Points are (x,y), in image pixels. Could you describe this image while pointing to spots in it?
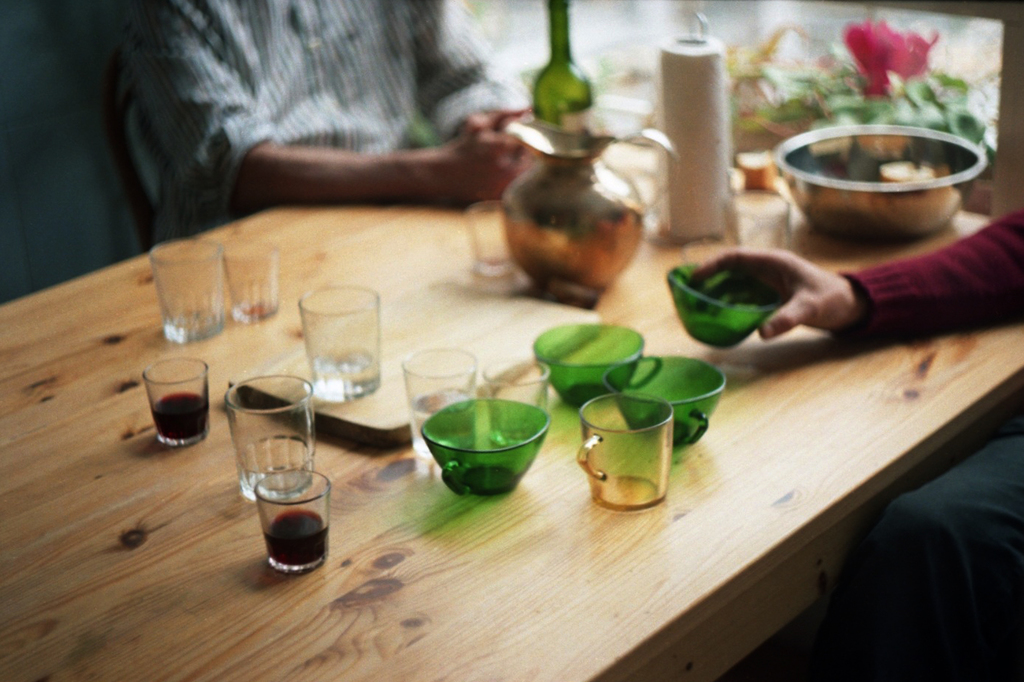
In this image, There is a table (517,632) which is in yellow color on that table (339,587) there are glasses (202,418) and there are some cups (514,433) which are in green color, There is a bottle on the table (622,273), There are some people (847,287) sitting on the chairs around the table (4,370).
